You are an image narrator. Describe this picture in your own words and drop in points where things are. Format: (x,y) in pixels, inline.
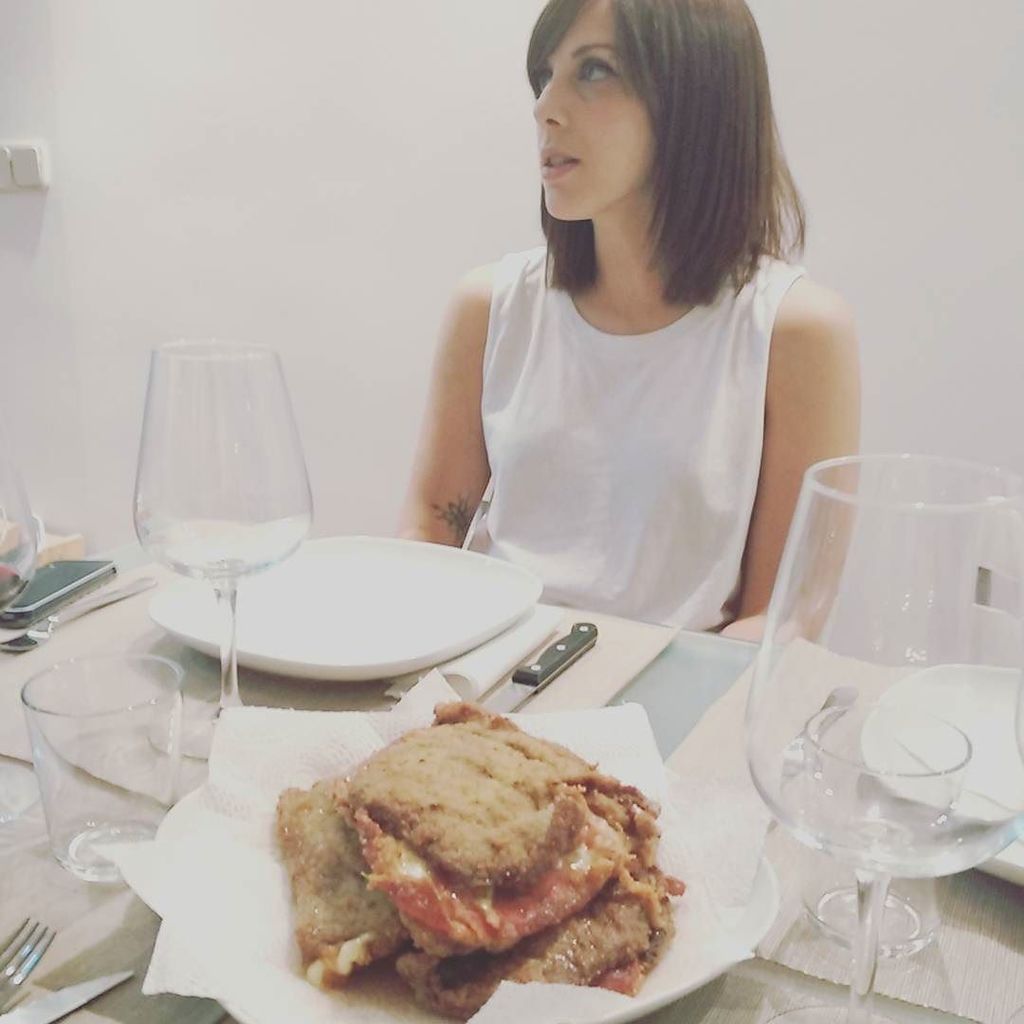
In this image we can see a person (643,368). In front of the person (663,254) there is a plate (513,599), food item (470,727), knife (533,684), glasses (765,749) and other objects (35,610) on the surface (682,1014). In the background of the image (1001,232) there is a wall (194,186) and an object (2,164).
